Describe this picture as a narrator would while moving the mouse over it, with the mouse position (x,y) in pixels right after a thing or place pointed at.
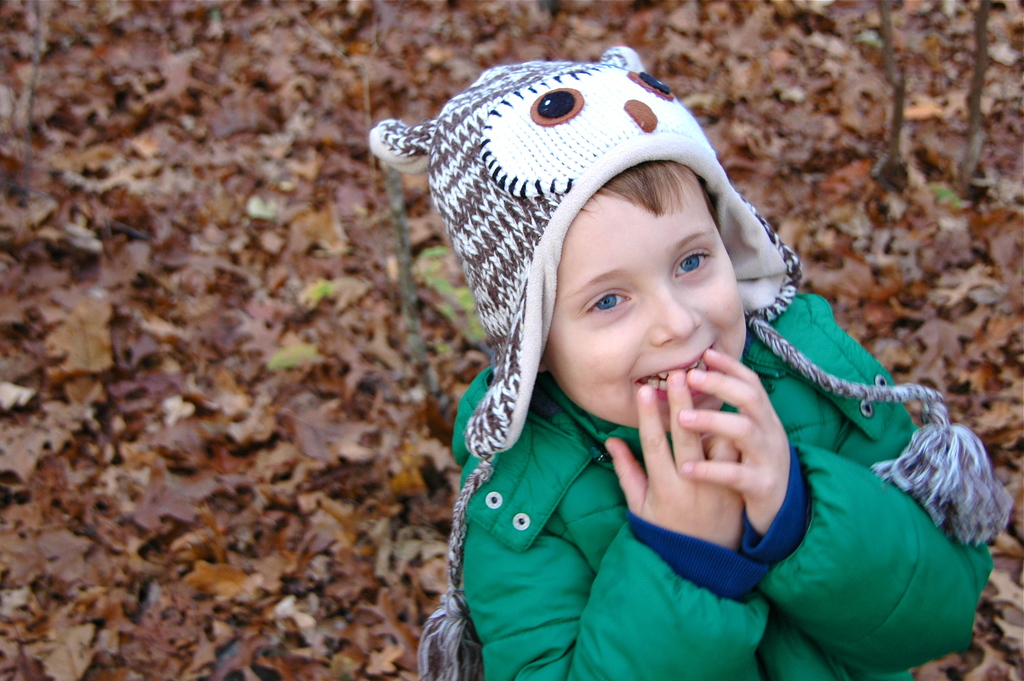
In this image, we can see a kid (545,240) standing, the kid (545,240) is wearing a hat (515,412) and a jacket (537,614), in the background (228,557) we can see some dried leaves (162,411) on the ground (300,361).
